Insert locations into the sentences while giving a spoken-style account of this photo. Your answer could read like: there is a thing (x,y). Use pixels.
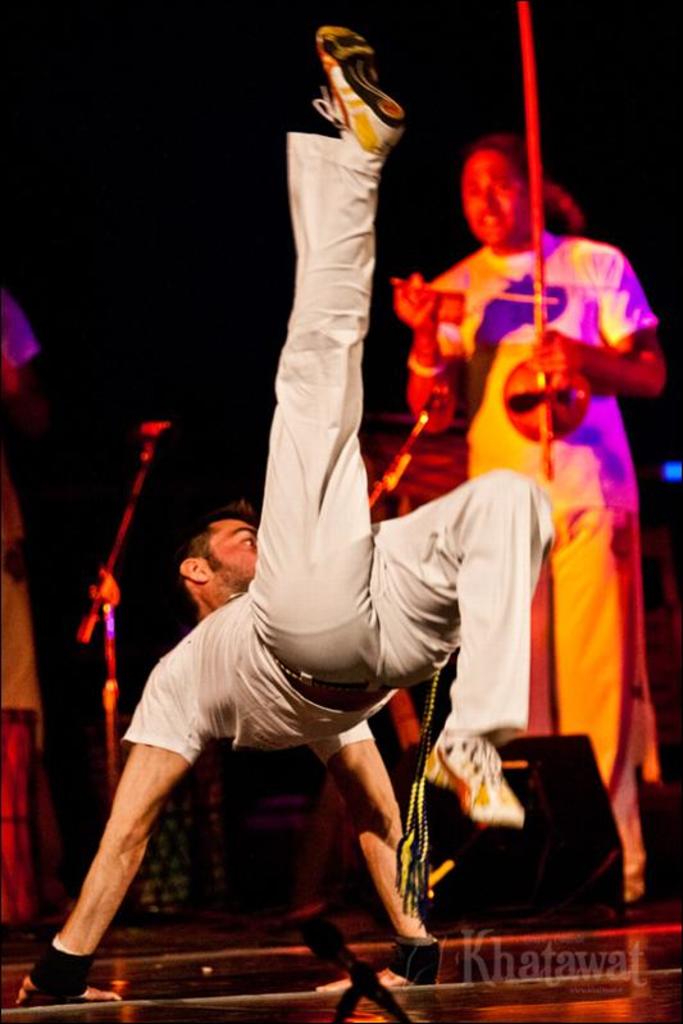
In this image, we can see a boy (306,628) dancing and there is a person (617,383) standing, there is a dark background (165,28).
